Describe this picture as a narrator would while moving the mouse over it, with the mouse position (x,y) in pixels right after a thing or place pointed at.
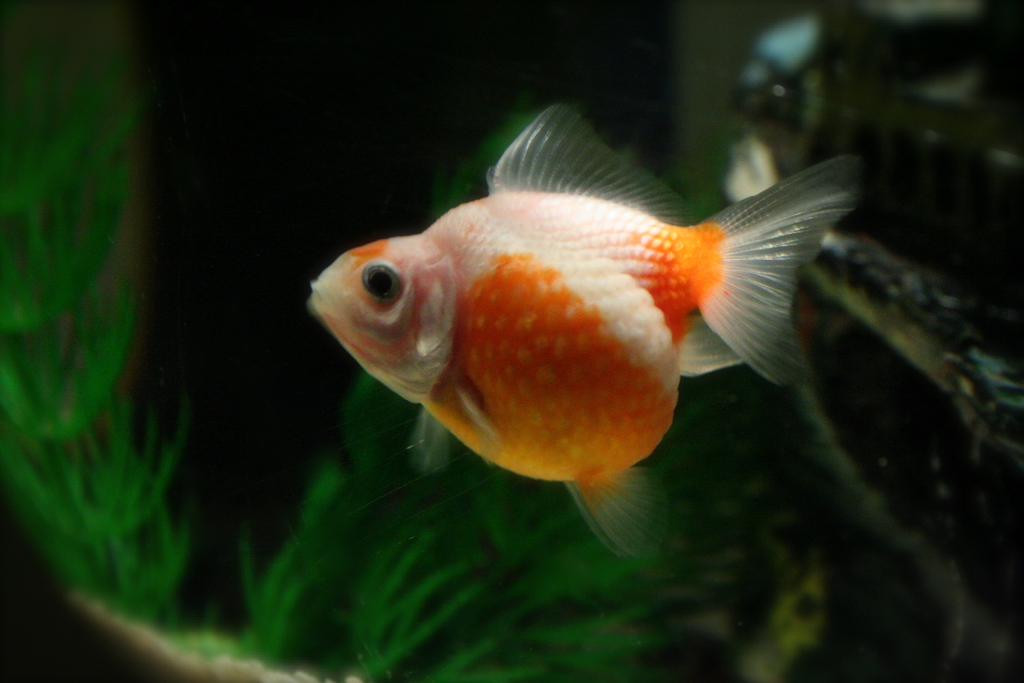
In this picture we can see a fish (533,469) in orange and white color. Background (37,73) portion of the picture is blurry and we can see grass (138,492).
